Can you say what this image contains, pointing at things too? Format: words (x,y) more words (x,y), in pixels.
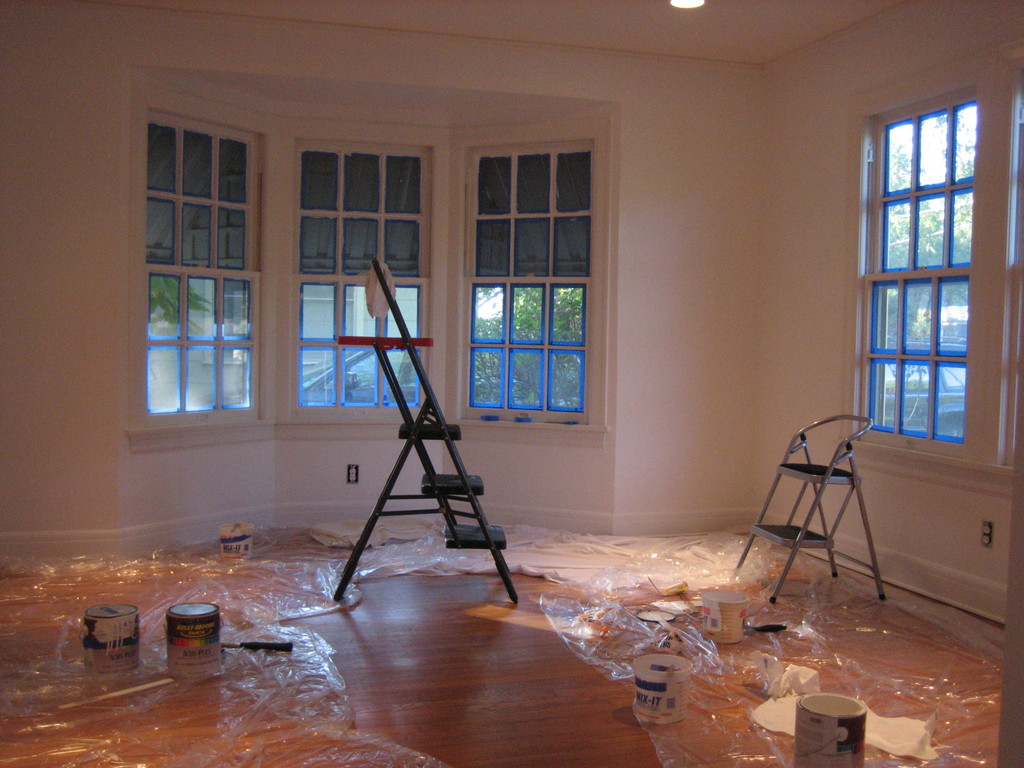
In this picture we can see ladder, chair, cover (231,695) and objects (169,643) on the floor (507,613). We can see wall (417,464) and glass windows (494,321), through glass windows (498,333) we can see leaves (484,337). At the top of the image (694,6) we can see light (694,4).
